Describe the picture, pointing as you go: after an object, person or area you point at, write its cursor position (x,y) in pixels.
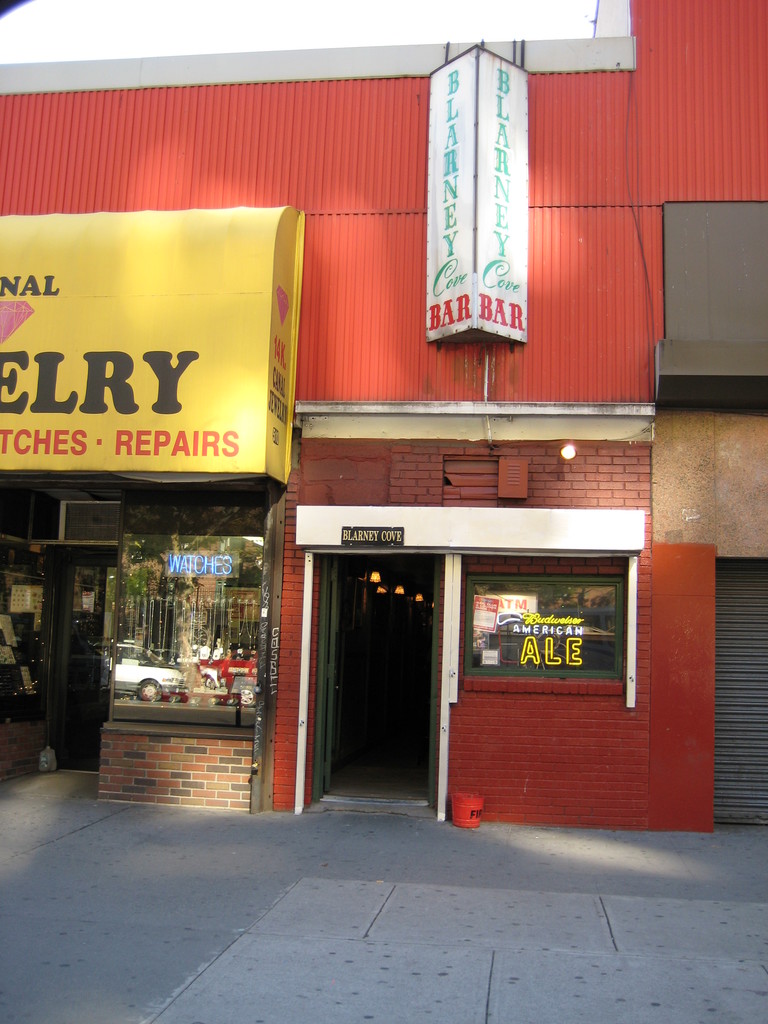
In the center of the image (475,649) there is a building (732,763) with stores (326,593). There is a board (116,416) with some text (47,357) on it. At the bottom of the image (322,921) there is floor (347,944). At the top of the image (364,28) there is sky (294,22).
